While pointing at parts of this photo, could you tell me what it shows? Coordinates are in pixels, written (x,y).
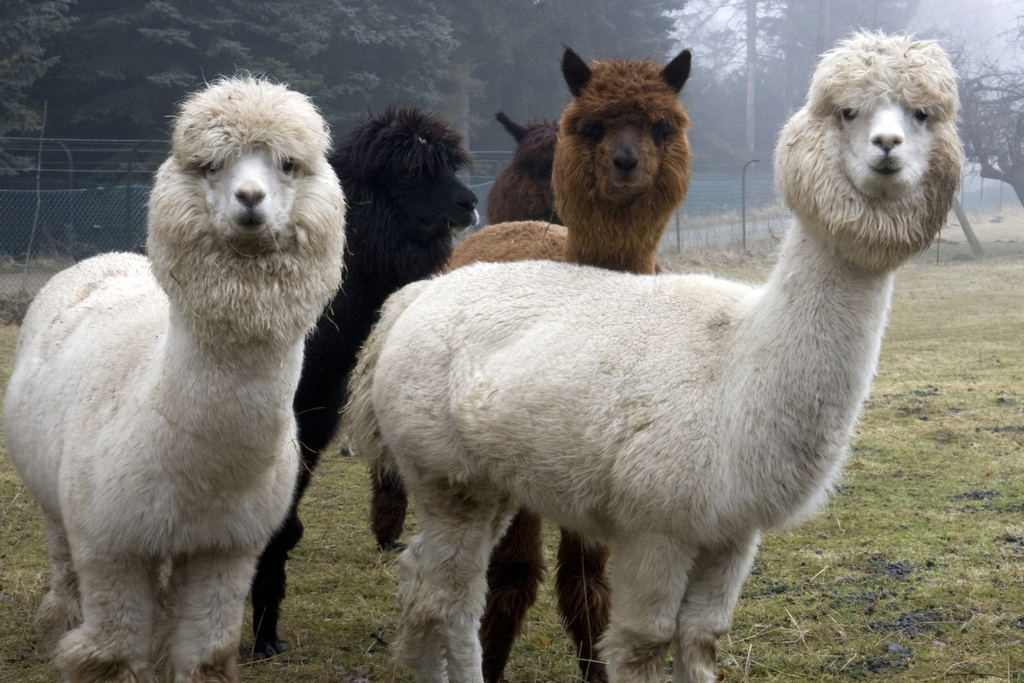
In this image I can see few animals (208,242) standing they are in white, brown color. At back (273,8) I can see trees (303,8) in green color, sky (691,26) in white color and few poles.
